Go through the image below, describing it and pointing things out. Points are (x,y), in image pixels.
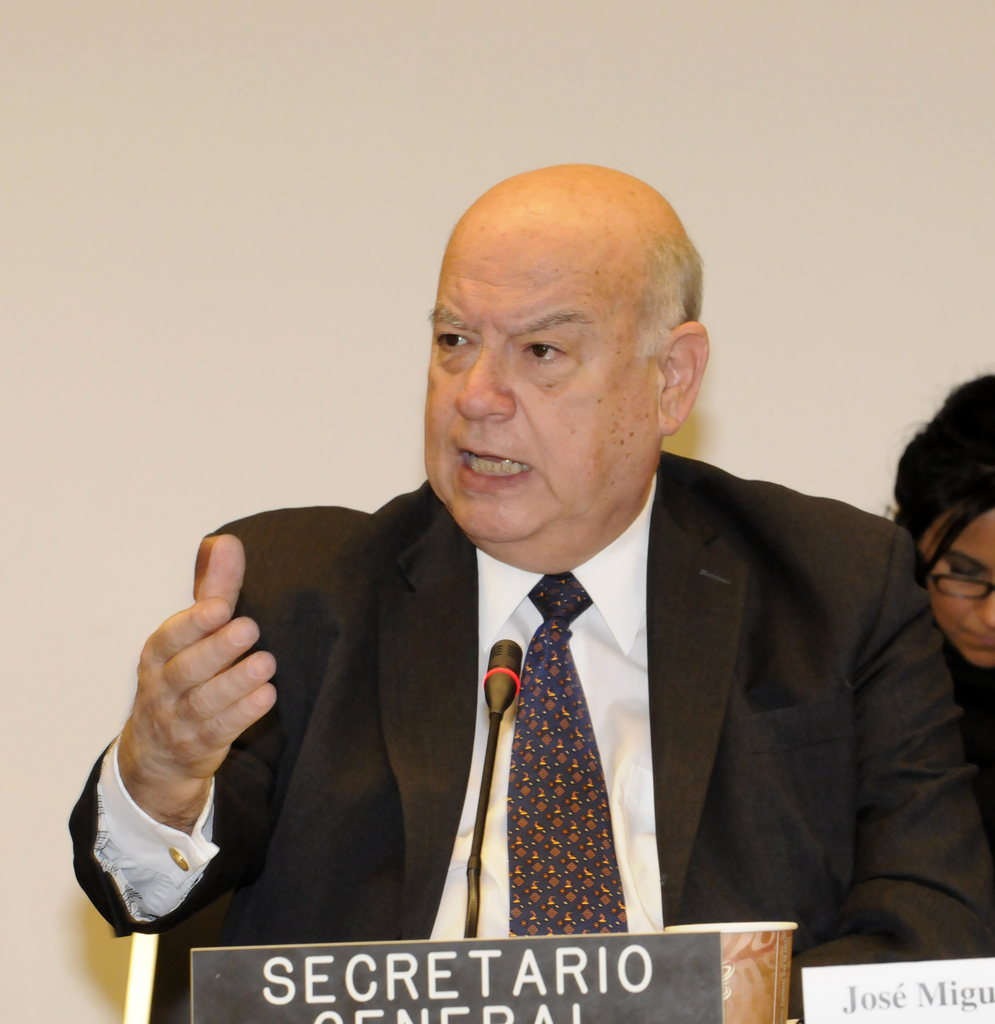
There is a man (401,731) talking, in front of this man (569,676) we can see microphone (491,667), name boards (582,1014) and cup (739,959). Background (988,652) we can see a person (944,643) and wall (883,313).
